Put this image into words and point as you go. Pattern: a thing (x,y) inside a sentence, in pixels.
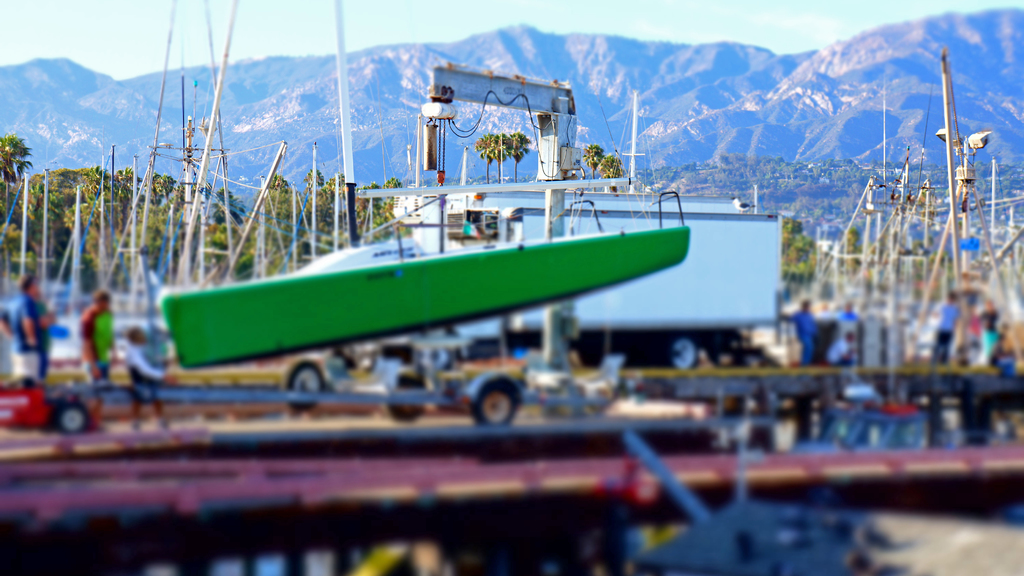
In this image it seems like a dock (444,469), there is a boat (496,260) on the wheel cart (517,409). There are people (33,362), poles (73,266) on the left (31,345) and right corner (973,317). There is a vehicle (768,229), there are trees (849,187) and mountains (659,78) in the background (847,174). And there is sky (834,3) at the top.
